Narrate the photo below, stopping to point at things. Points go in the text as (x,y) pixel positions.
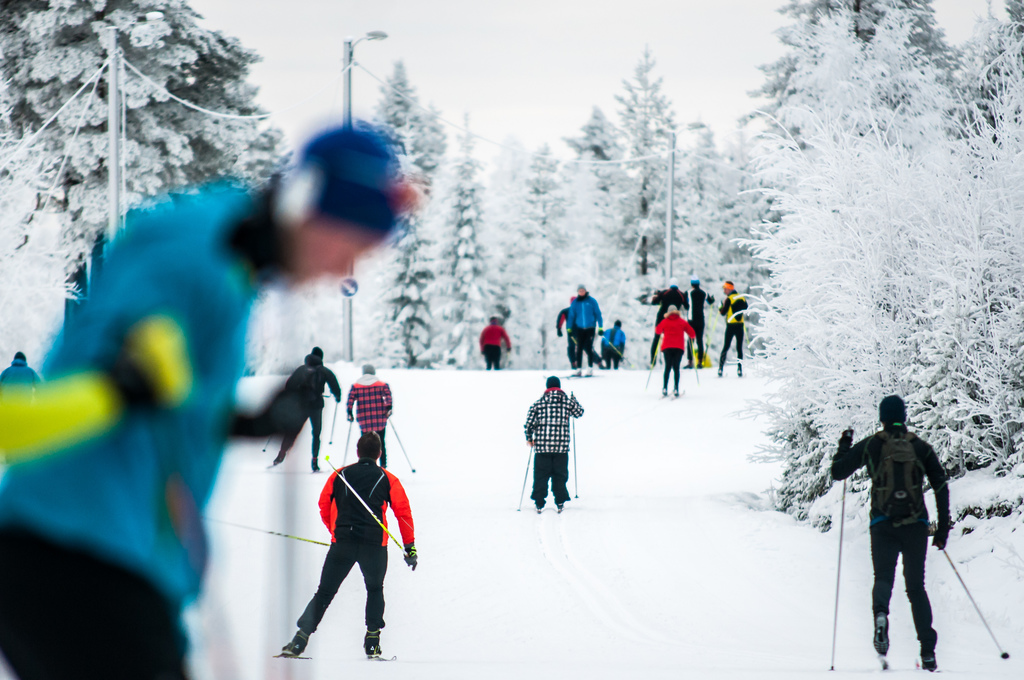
There is a group of people (346,552) skating on a snow ground (505,483) as we can see at the bottom of this image (514,513). We can see trees (652,225) and poles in the background (609,257) and the sky (552,58) is at the top of this image (589,50).
